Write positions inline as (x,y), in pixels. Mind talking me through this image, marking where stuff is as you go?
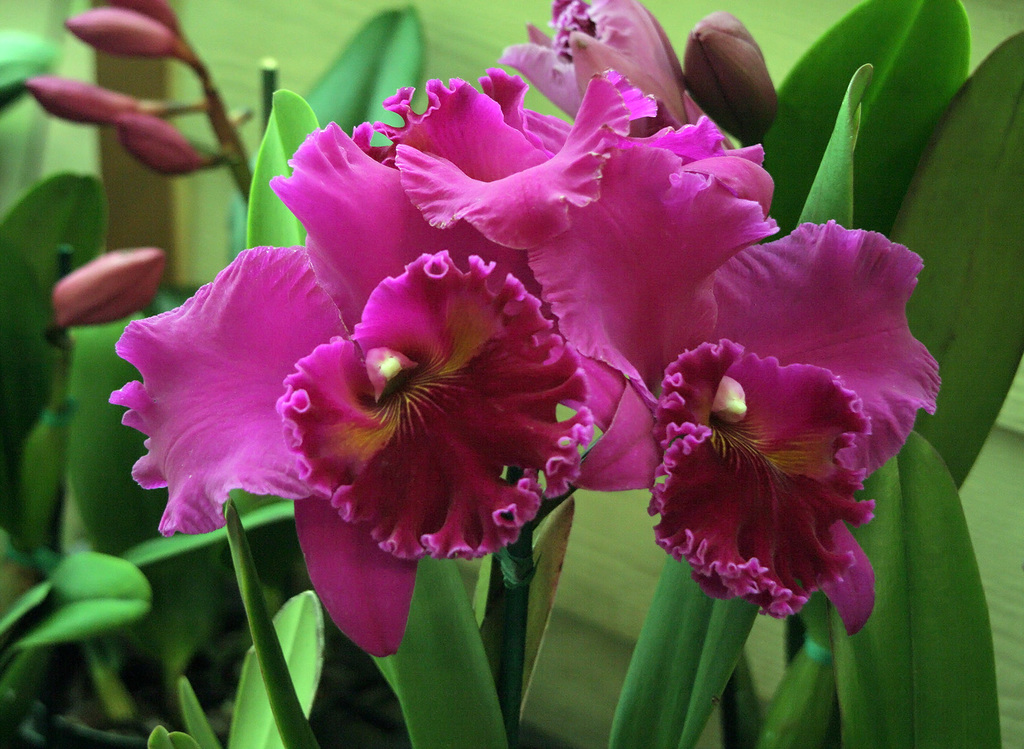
In this image I can see the pink color flowers (512,383) and the buds (123,114) to the plants (441,689). I can see the plants (449,676) are in green color.
